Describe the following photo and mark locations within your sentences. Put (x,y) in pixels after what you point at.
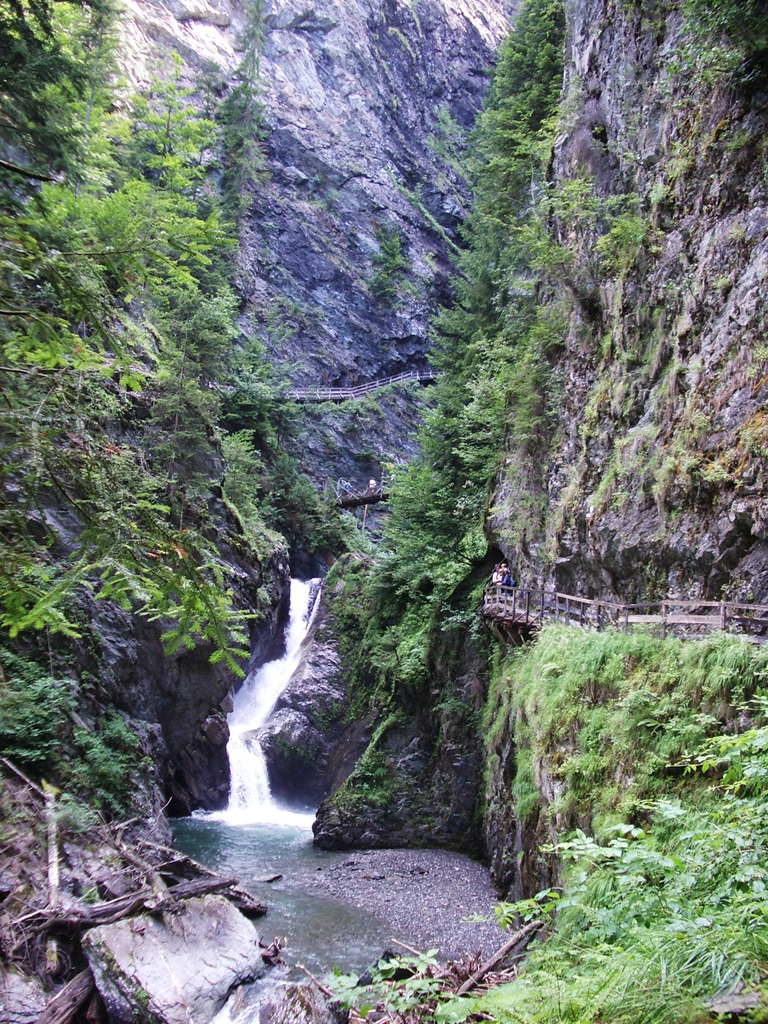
In this image we can see there are mountains (513,747), trees (244,489), plants (543,421) and persons (501,575) standing on the bridge (627,608). In between the mountains (303,674), we can see the water flow (310,858).
